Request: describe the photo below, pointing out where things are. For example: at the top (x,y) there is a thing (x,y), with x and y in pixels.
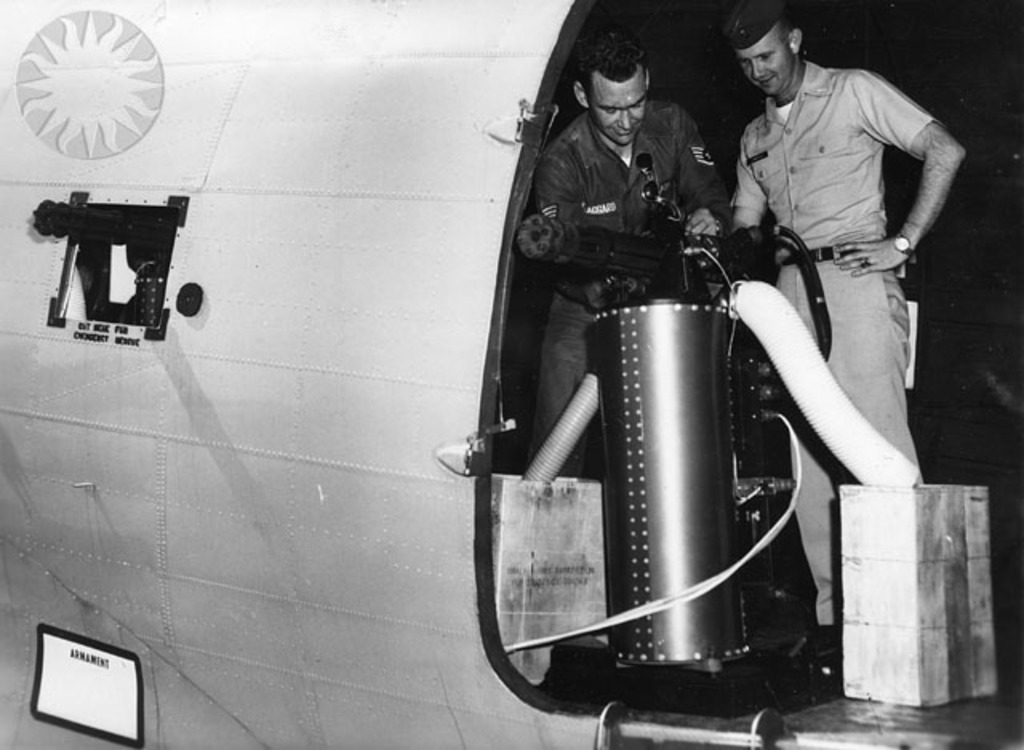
In this image I can see two people (637,220) in the aircraft (362,120). I can see the machine gun (579,249), pipes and the container (659,405) in-front of these people (584,357).
